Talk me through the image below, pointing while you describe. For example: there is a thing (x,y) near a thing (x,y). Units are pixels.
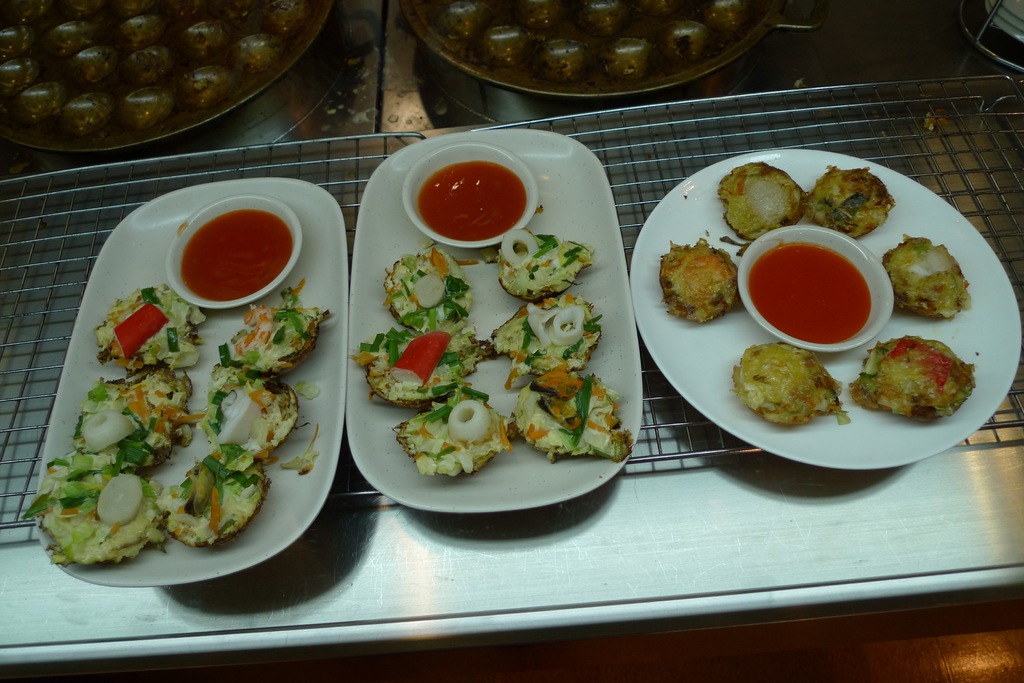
In this image there are three plates (887,228) of food items (523,341) with three sauce cups (520,215) present. These plates (747,431) are placed on the grill (736,454). In the background (212,76) there are two plates (536,36) visible.
